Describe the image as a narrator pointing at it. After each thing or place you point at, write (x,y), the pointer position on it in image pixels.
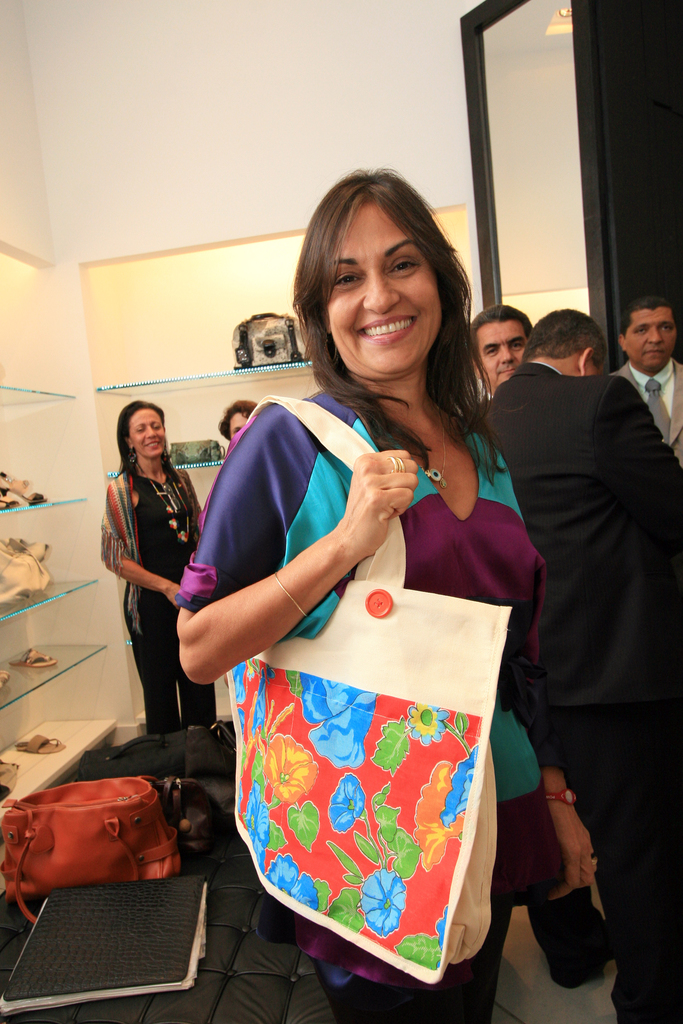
This is an image clicked inside the room (6,435). In the middle of the image (368,538) there is a woman (453,545) standing, wearing a bag (284,693) to her right hand (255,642) and smiling. In the background (239,409) I can see some people (552,422) are standing. In the background (187,64) there is a wall (155,86). On the left side of the image (42,737) there is a rack (63,733) and some things (37,559) are placed In that rack (30,689). On the left bottom of the image (86,849) I can see two bags (159,826) and one file (122,896).
